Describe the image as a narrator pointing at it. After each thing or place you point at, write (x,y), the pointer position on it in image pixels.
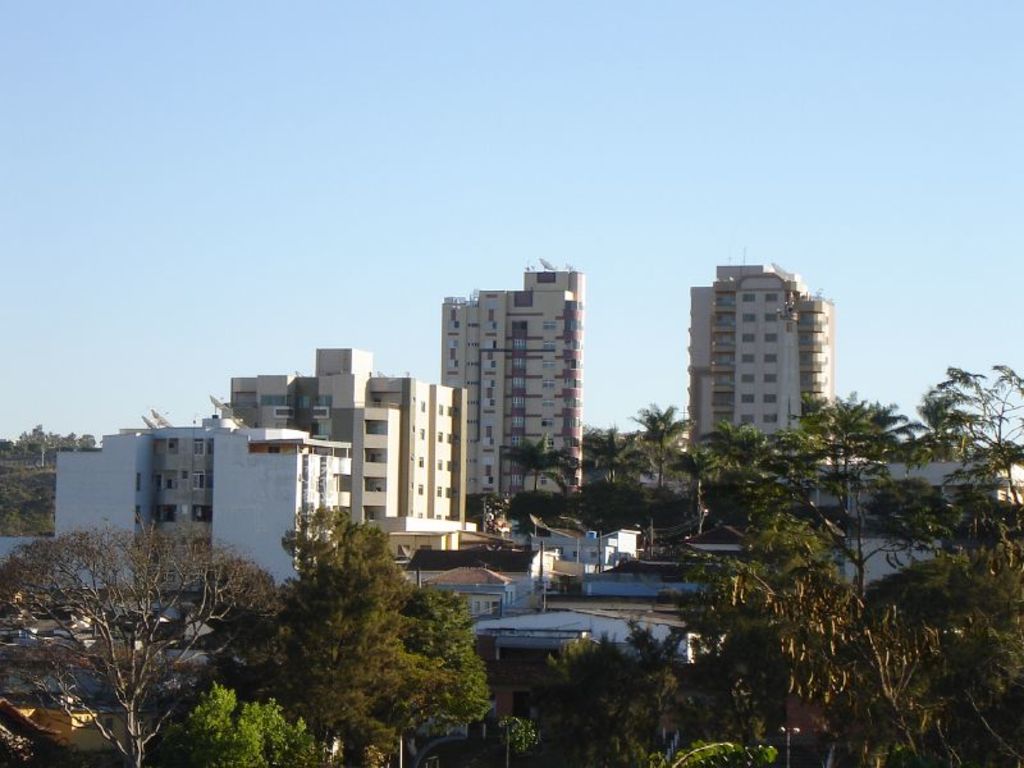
In this picture there are buildings (728,344) and trees (712,595) and there are poles (542,547) and there are wires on the poles (702,482). At the top (554,252) there is sky (435,357). There are television dishes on the top of the buildings (215,422).
